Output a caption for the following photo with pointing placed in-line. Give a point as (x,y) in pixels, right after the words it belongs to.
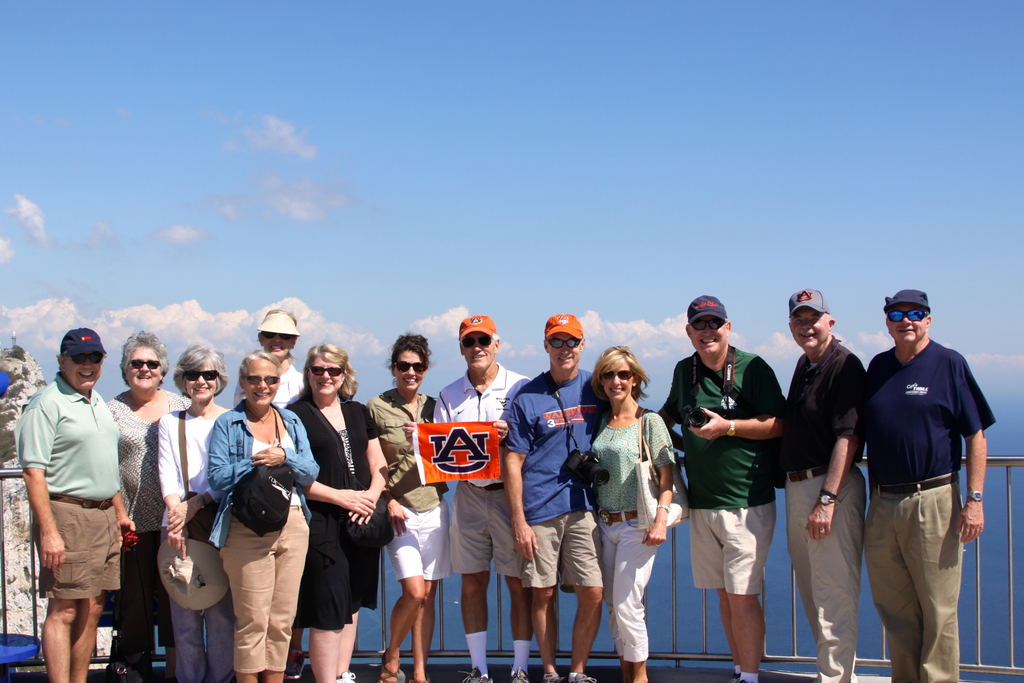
In this image I can see group of people (558,342) standing, few are holding caps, cameras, a banner (425,469) which is in orange color in their hand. At back (424,108) I can see sky (406,201) in white and blue color.
